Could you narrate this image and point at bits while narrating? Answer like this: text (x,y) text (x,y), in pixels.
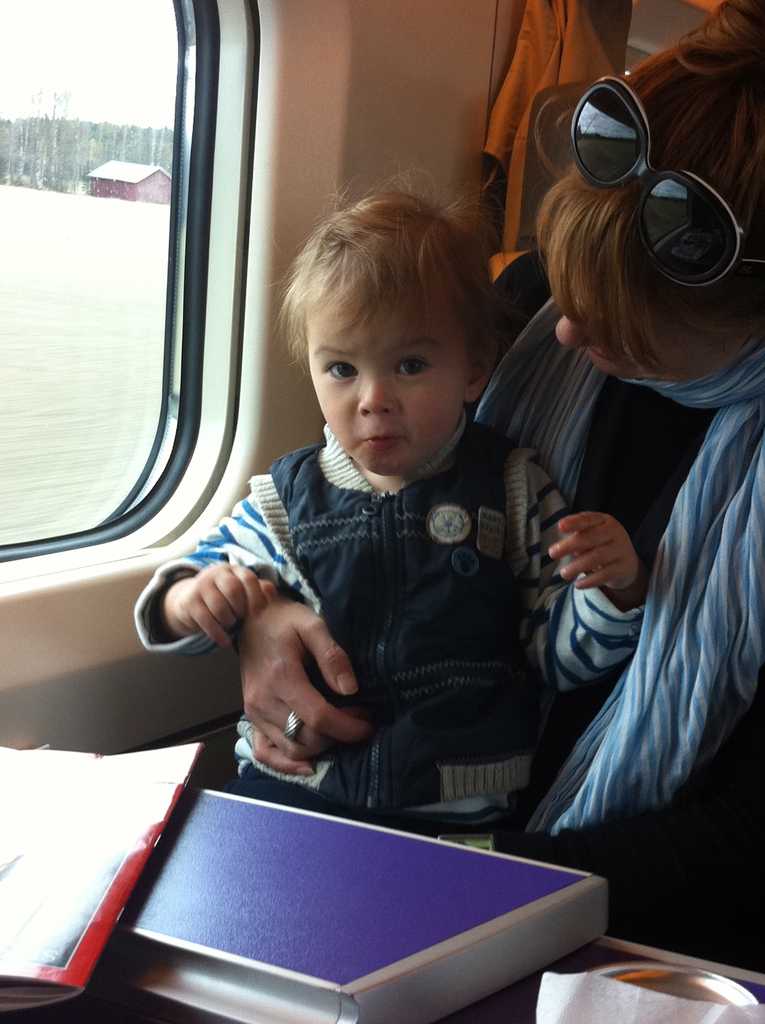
In the foreground of this image (614,621), there is a woman (656,664) and a kid (449,719) is sitting on her. In front (562,1004) them, there is table (510,1014) on which there is a book (130,882), tissue (616,988), plate (665,986) and an object (265,892) is placed. In the background (85,326) there is a window (85,326) and a seat (548,140). Through the window (113,146) we can see a house (111,167), trees (99,164), grass (123,295) and the sky (78,48).
